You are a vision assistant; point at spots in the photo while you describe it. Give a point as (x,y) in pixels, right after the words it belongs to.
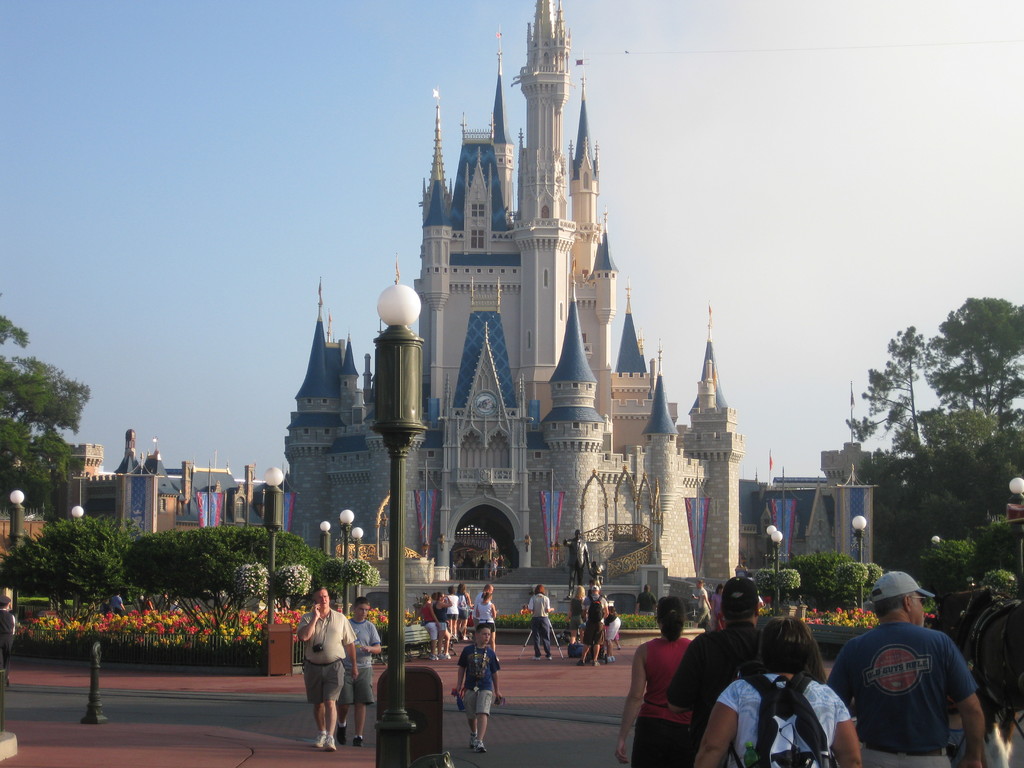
In this image there are so many people (538,591) walking on the road (279,679), in front of them we can see there are so many plants (29,629), trees (89,559) and some castle type building (596,500) along with some street light poles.
